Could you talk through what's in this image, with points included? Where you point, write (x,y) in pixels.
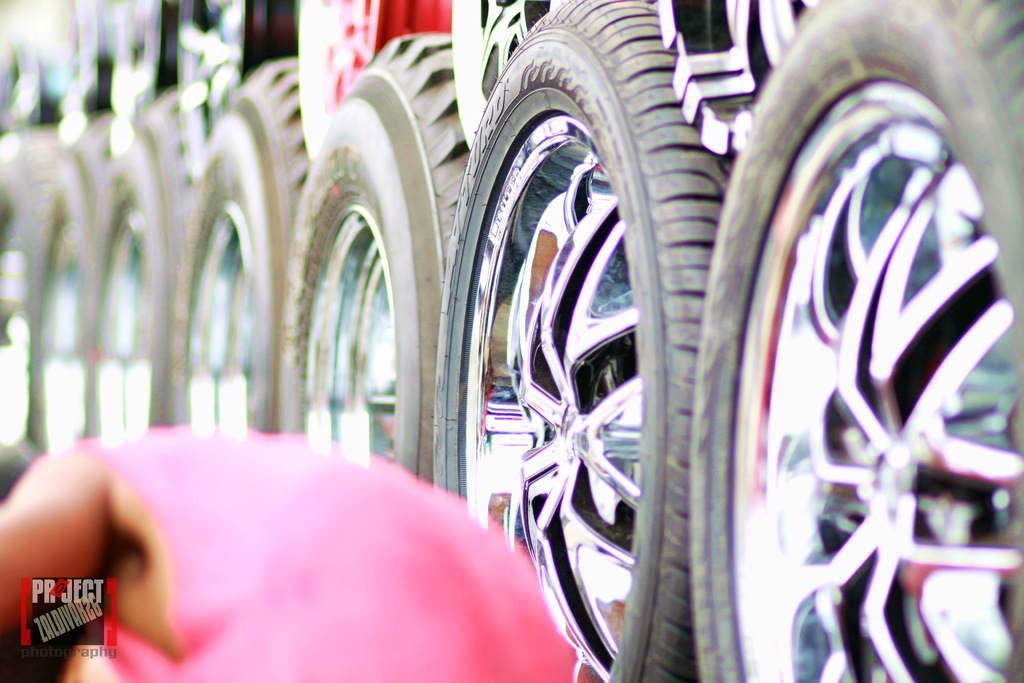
In this image we can see a person (206,644) at the bottom (109,485) and on the right side (711,517) we can see many tires (775,517).
